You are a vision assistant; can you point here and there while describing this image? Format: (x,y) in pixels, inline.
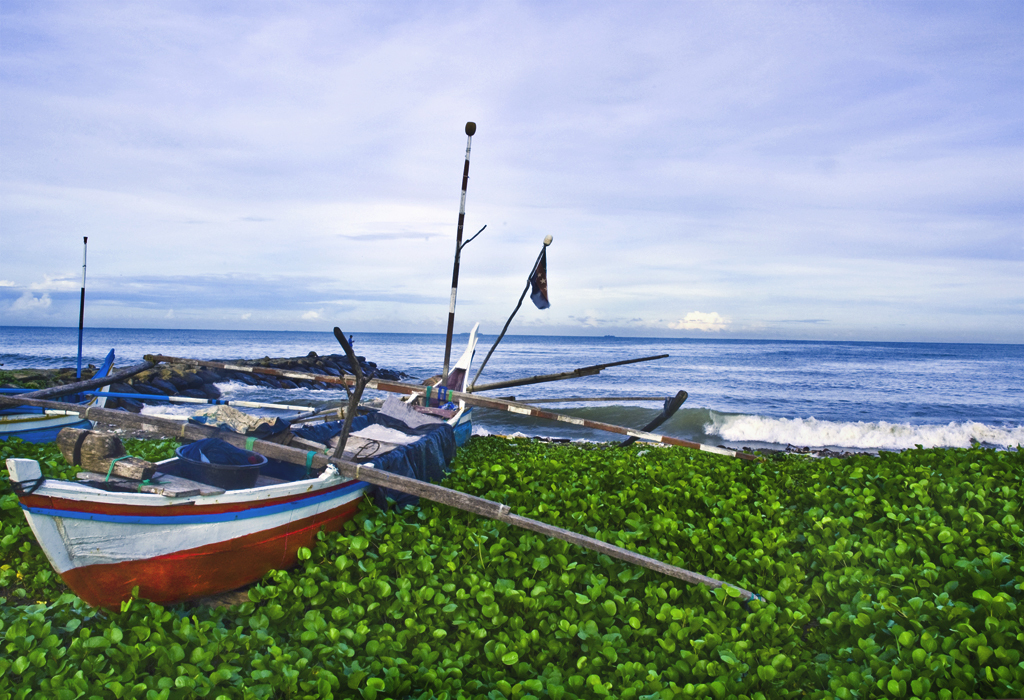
In this picture we can see a few green plants (390,583) from left to right. We can see a boat (124,543). There is a wooden pole (30,404), dish (250,480), rope (151,482) and other objects (386,453) on a boat (71,543). We can see a wooden pole (75,412) and another boat (17,388) on the left side (52,397). Waves (695,423) are visible in the water (710,404). Sky (328,226) is cloudy.
